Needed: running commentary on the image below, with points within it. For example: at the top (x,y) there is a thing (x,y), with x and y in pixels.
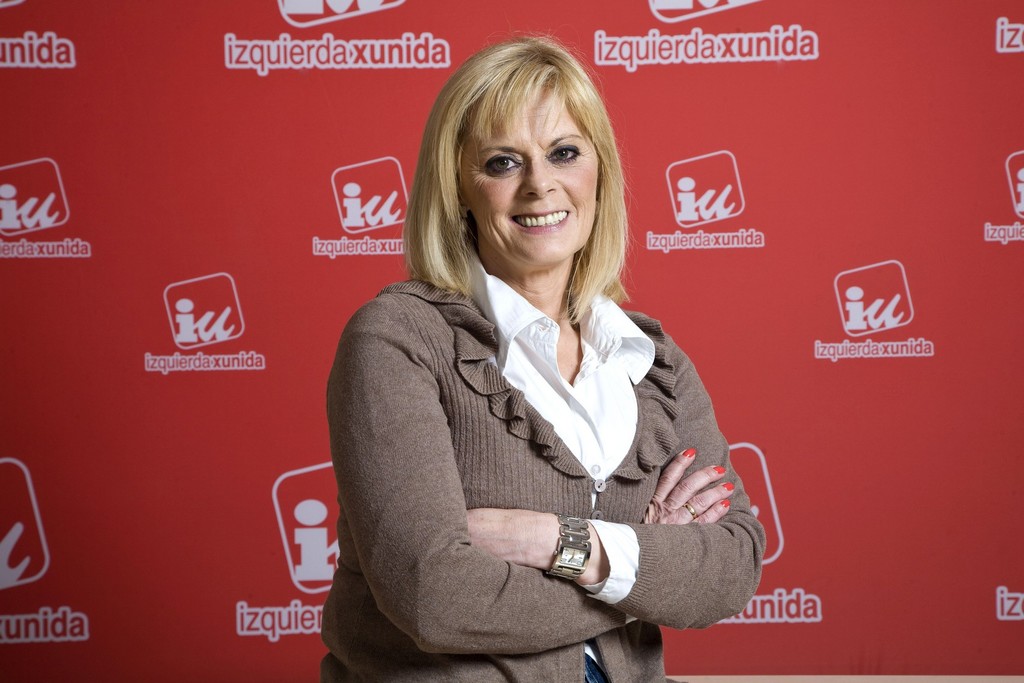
In the middle of the image (458,343) there is a woman (508,601) and she is with smiling face (491,198). In the background (212,381) there is a banner (308,129) with a text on it.
